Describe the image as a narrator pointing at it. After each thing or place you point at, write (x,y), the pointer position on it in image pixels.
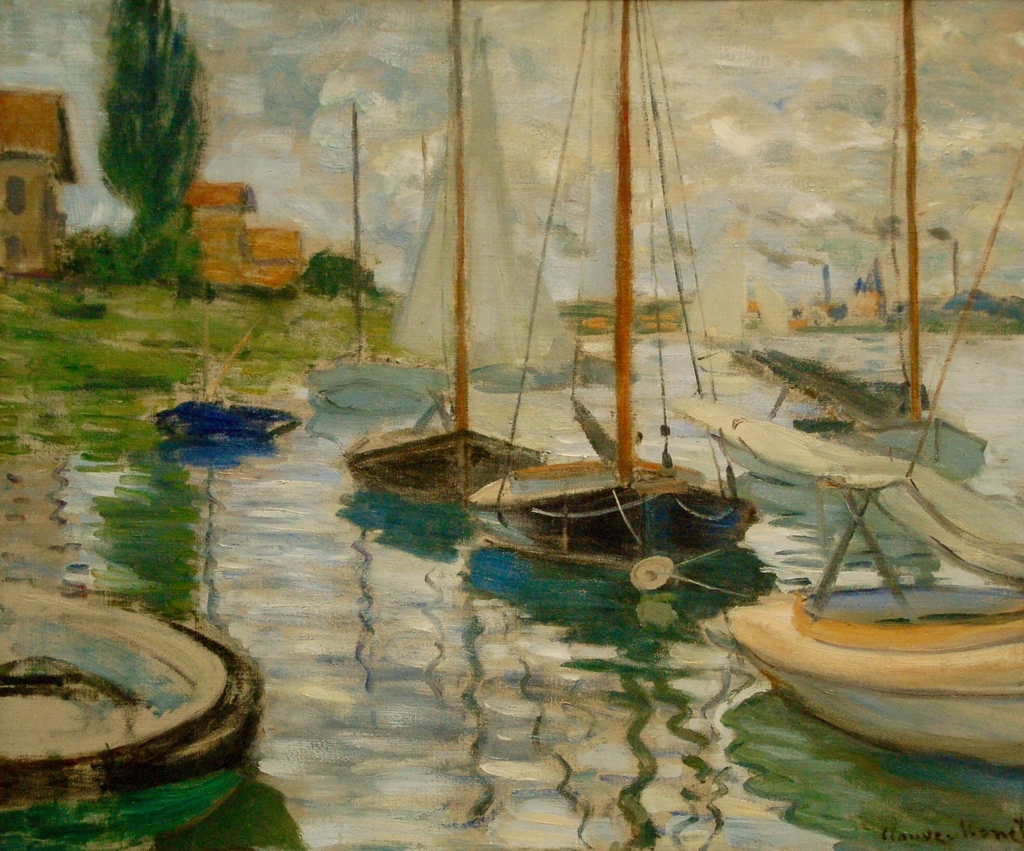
This is a painting in this image there is a lake (410,669), in the lake (337,584) there are some boats (608,542). In the background (31,169) there are some trees (929,315) and buildings (51,203).
